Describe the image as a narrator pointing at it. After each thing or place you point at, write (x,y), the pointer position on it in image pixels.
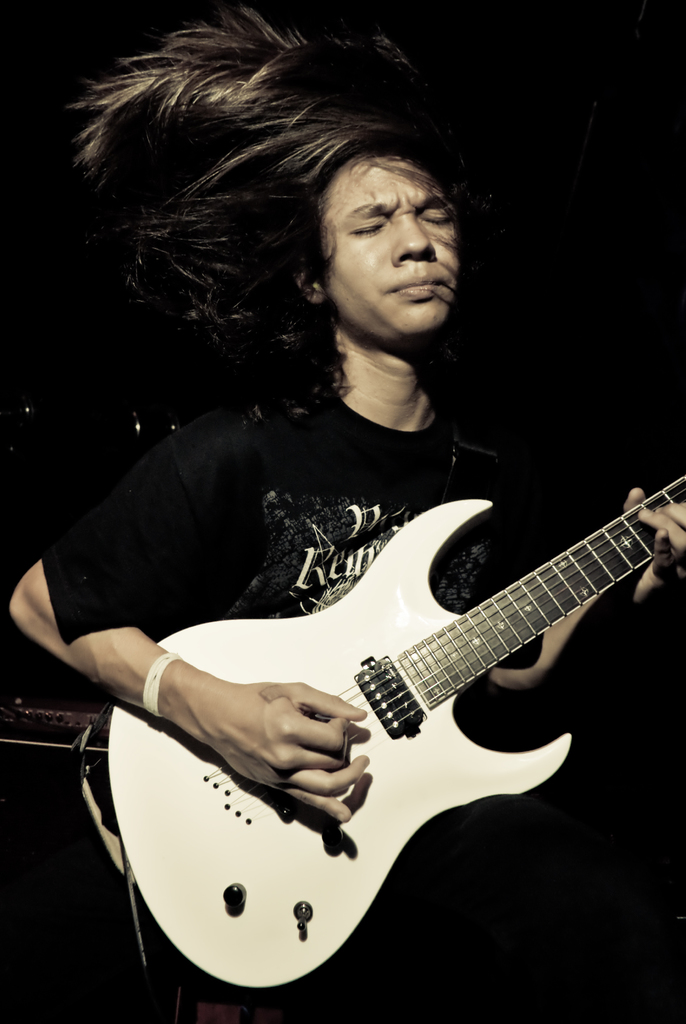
In this image I can see a person (456,711) holding a guitar (416,707).
